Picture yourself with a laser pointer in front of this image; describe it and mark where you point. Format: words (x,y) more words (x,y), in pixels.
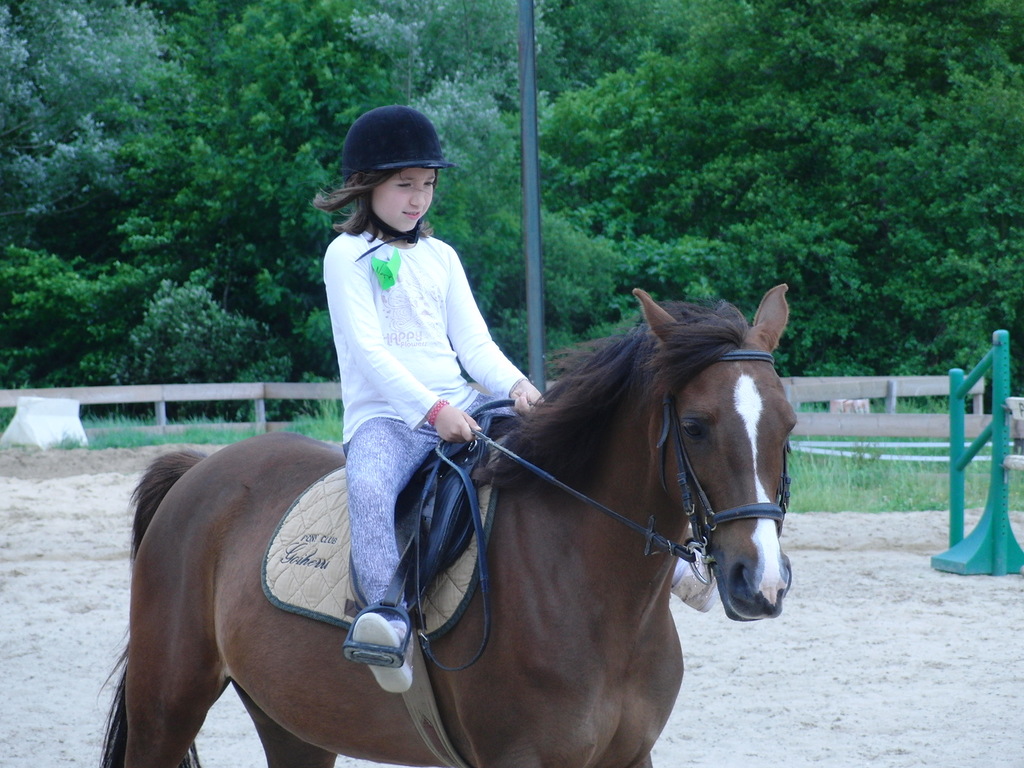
In this image we can see a child (430,186) wearing white color T-shirt (468,350), helmet (433,142) and shoes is sitting on the horse (653,389) and riding on the ground (771,750). In the background (18,377), we can see the wooden fence (849,386), grass (908,477) and trees (579,127).
